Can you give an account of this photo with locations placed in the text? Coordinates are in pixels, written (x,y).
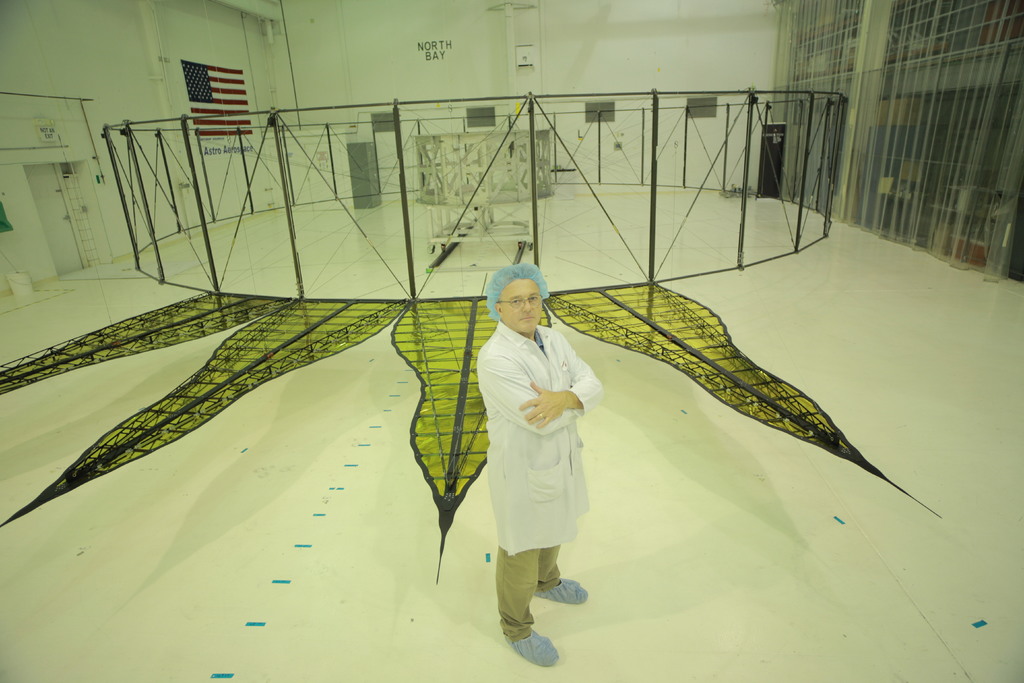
This is an inside view and it is looking like a hall (489,548). Here I can see a man (522,462) wearing a white color jacket (517,420), standing on the floor (505,657) and giving pose for the picture. In the background (411,275), I can see a net fencing (407,260), in the middle of that I can see a box (490,192) which is placed on the floor (567,222). On the right (925,77) and left side of the image (132,109) I can see the walls (59,122) along with the doors (67,224). On the left side (224,90) a flag (210,85) is attached to the wall (202,44).
